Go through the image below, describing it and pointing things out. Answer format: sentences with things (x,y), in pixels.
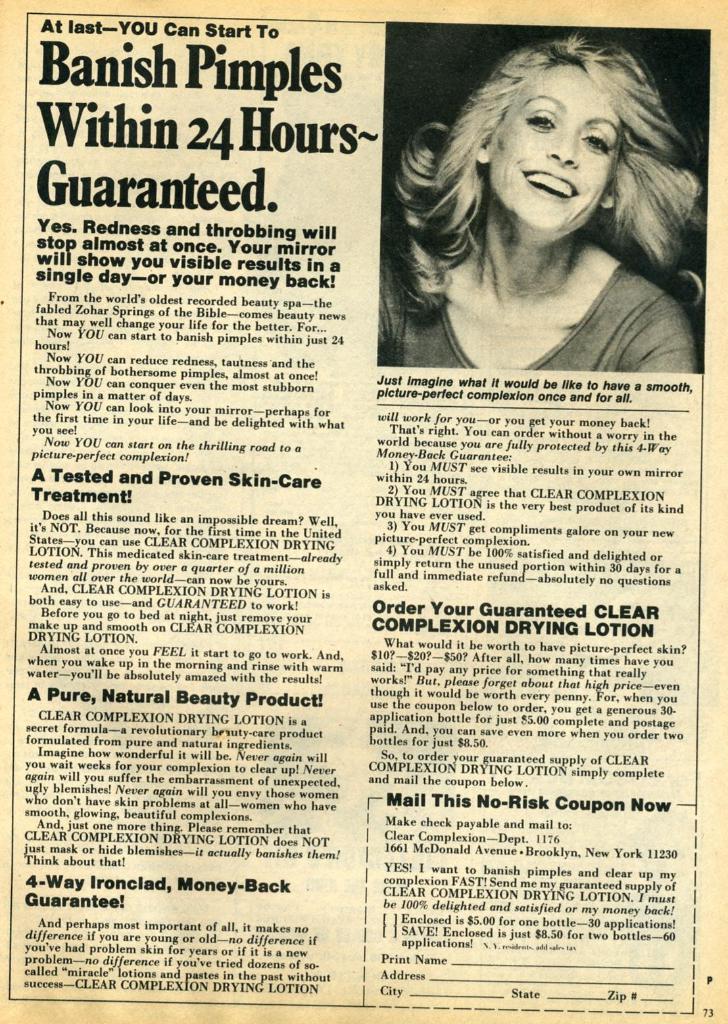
In this image we can see a pamphlet (290,844), with some text (313,131) on it, also there is a lady picture (520,243) on it.
